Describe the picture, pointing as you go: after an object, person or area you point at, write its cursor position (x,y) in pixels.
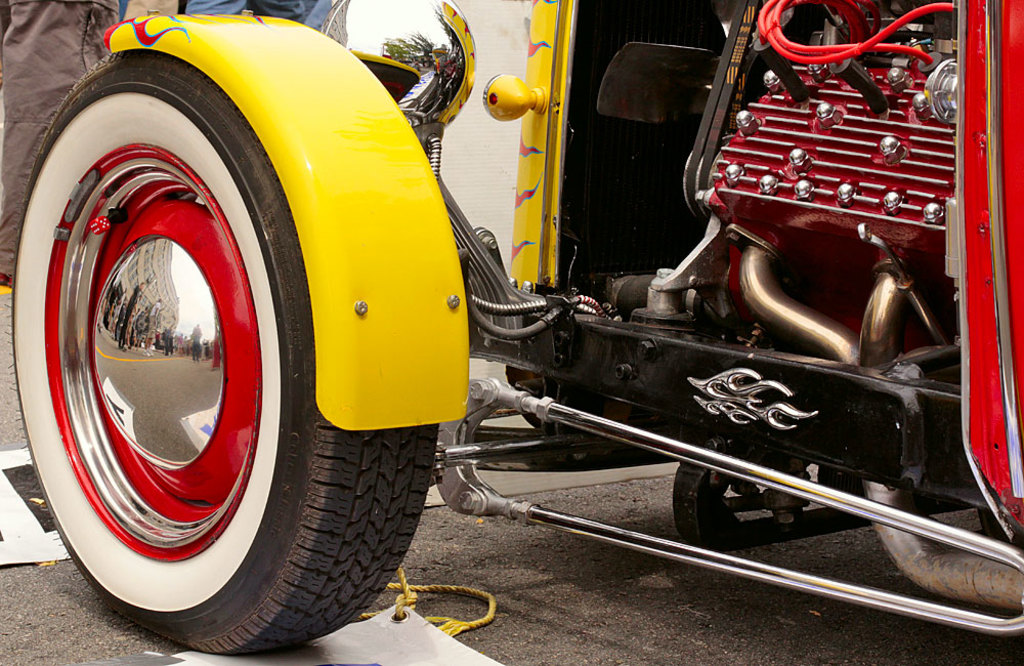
In this image I can see a vehicle (405,186) which is yellow, white, red and black in color on the ground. In the background (62,13) I can see few persons (51,41) and on the vehicle (372,106) I can see the reflection (429,57) of few persons (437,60) standing, few buildings (344,24), few trees (388,51) and the sky (406,29).
